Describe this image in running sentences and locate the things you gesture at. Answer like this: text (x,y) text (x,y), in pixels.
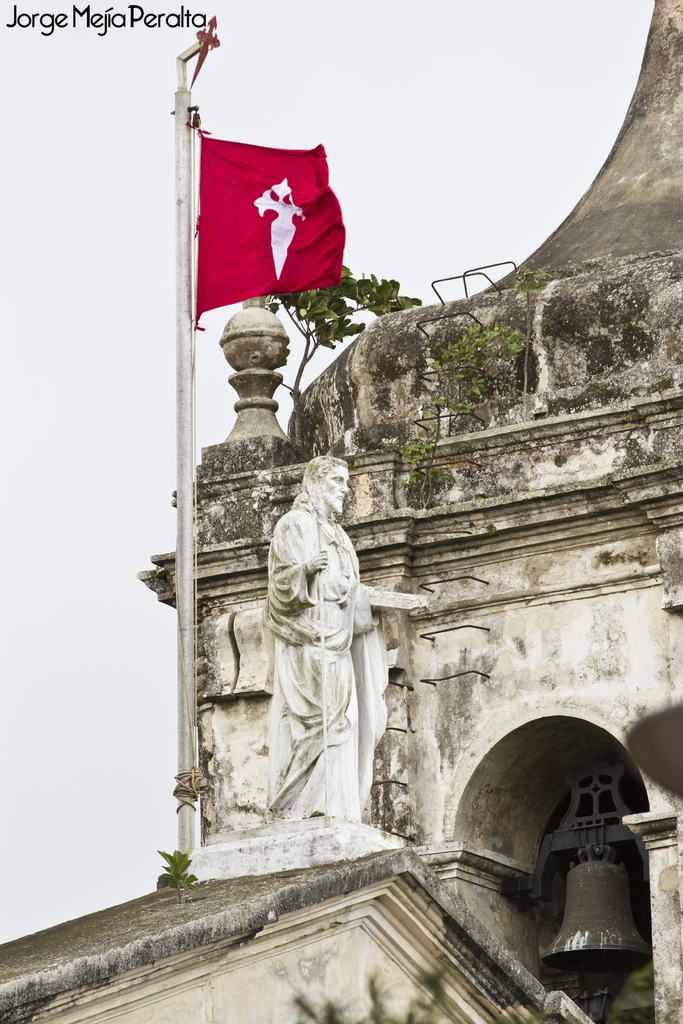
In this image we can see a statue (350,571), flag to the pole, bell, stone building (499,838), plants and the sky (539,129) in the background (167,386). Here we can see the watermark (101,7) at the top left side of the image (182,13).
